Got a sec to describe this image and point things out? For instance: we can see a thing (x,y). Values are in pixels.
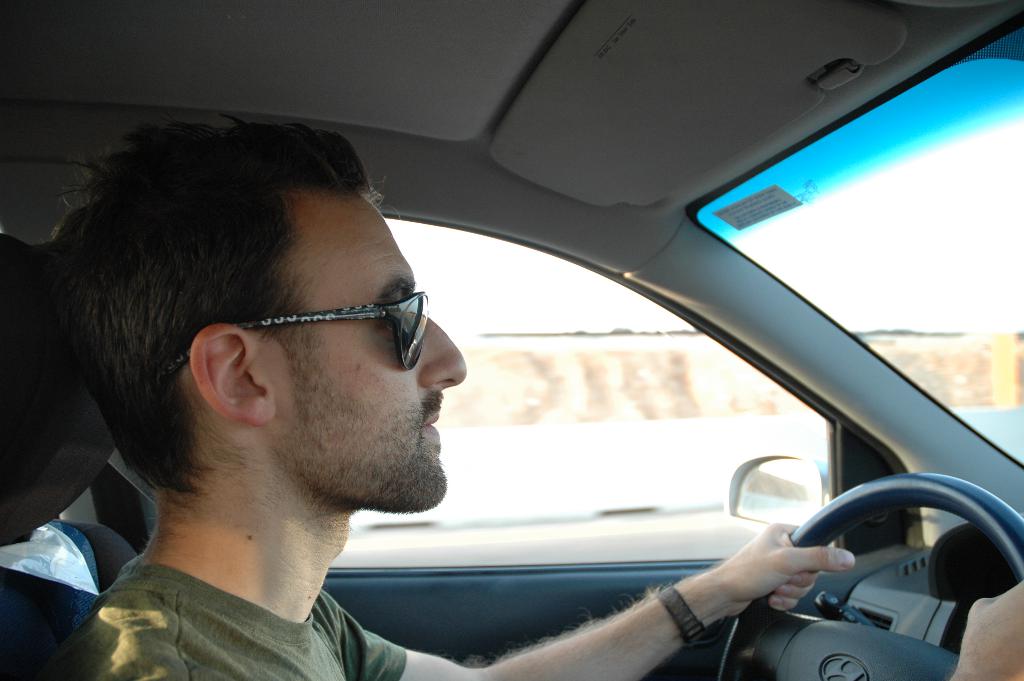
This is the picture of a person (337,241) who is wearing the shades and holding the steering (933,496) sitting in the car (783,479).
